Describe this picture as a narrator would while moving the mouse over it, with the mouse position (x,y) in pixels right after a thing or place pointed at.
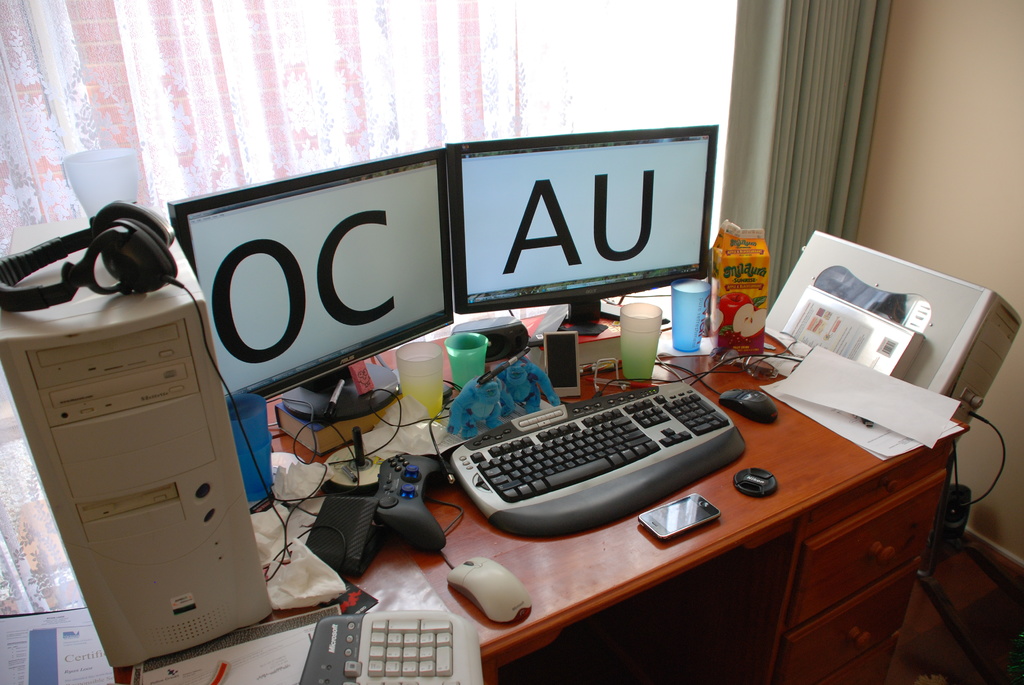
In this image I can see system (228,540), glass (419,380), papers (838,377) and some objects (344,433) on the table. At the back (209,105) there is a window (180,78).
